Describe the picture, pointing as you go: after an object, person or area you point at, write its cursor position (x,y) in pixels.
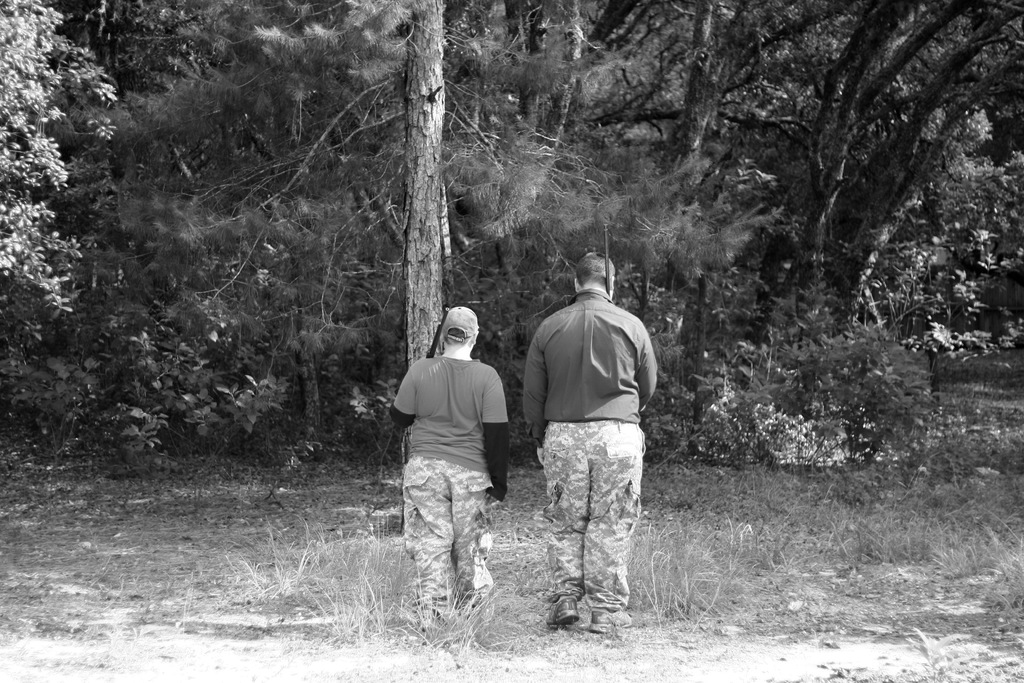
This is a black and white image where we can see there are two people (615,615) holding objects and are walking on the grass (381,527), in front of them there are trees (671,379) and plants (719,371).
